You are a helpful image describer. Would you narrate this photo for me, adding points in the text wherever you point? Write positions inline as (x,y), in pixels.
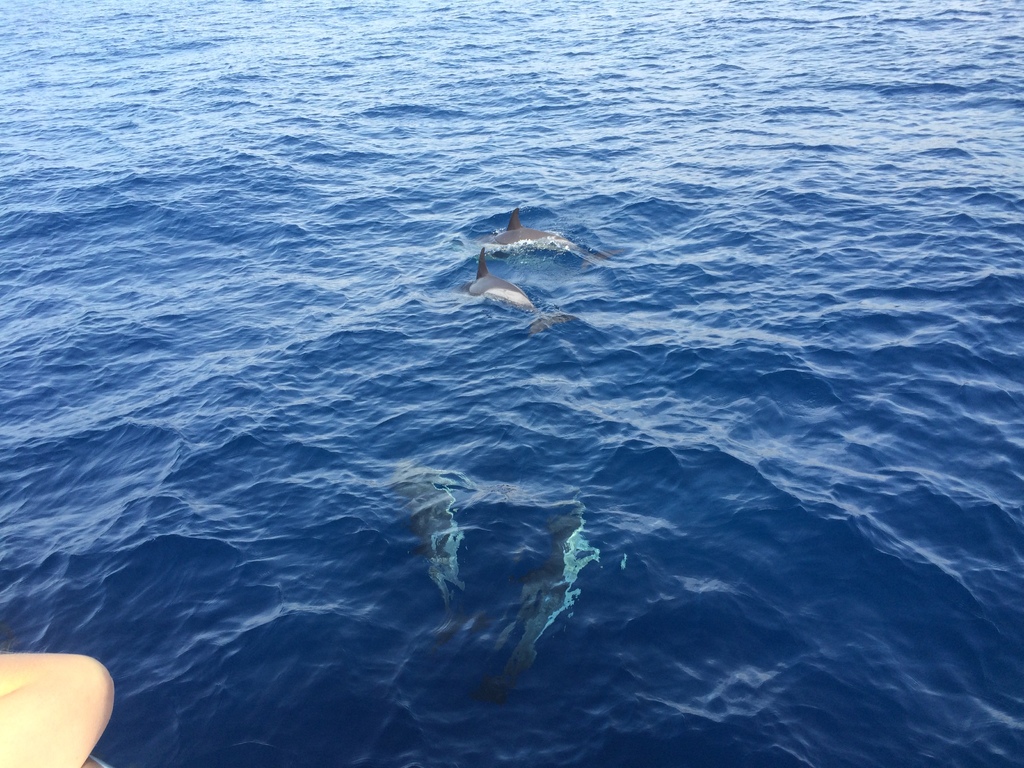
In this image we can see there are dolphins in the sea (652,465). At the bottom left side of the image (94,704) there is a body part (46,683) of a person (73,701).
